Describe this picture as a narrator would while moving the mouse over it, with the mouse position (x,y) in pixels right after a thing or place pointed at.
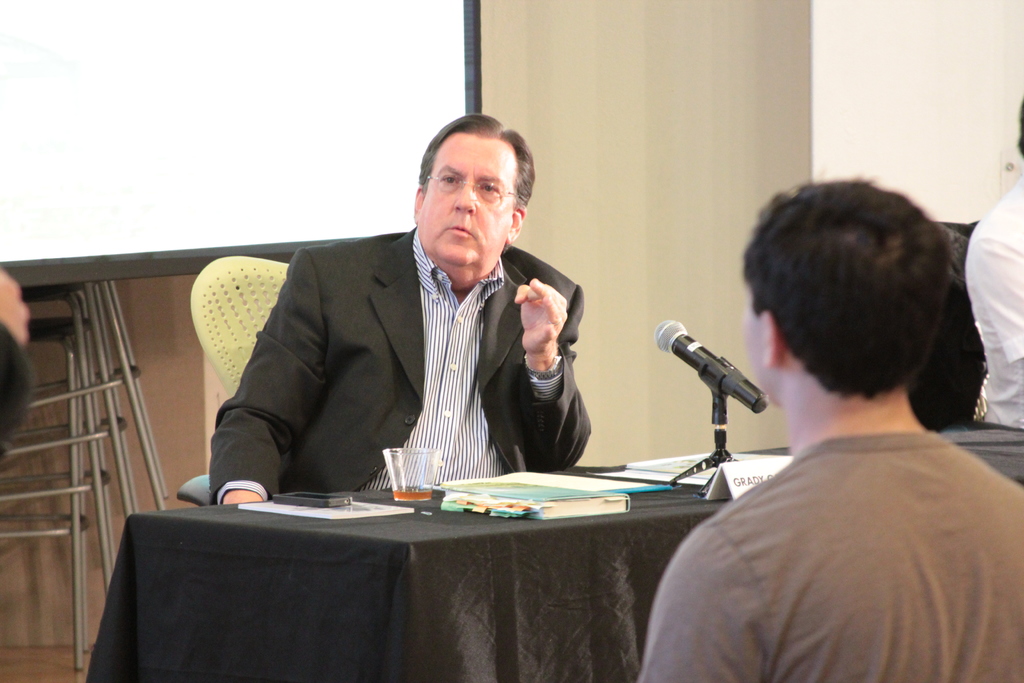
In this picture we can see three people (812,591) and here we can see this guy (466,237) sitting on a chair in front of a table (635,506) with a microphone (710,363) and books (553,482) and a glass of wine (409,485) on it, there is a board (141,10) behind him.
